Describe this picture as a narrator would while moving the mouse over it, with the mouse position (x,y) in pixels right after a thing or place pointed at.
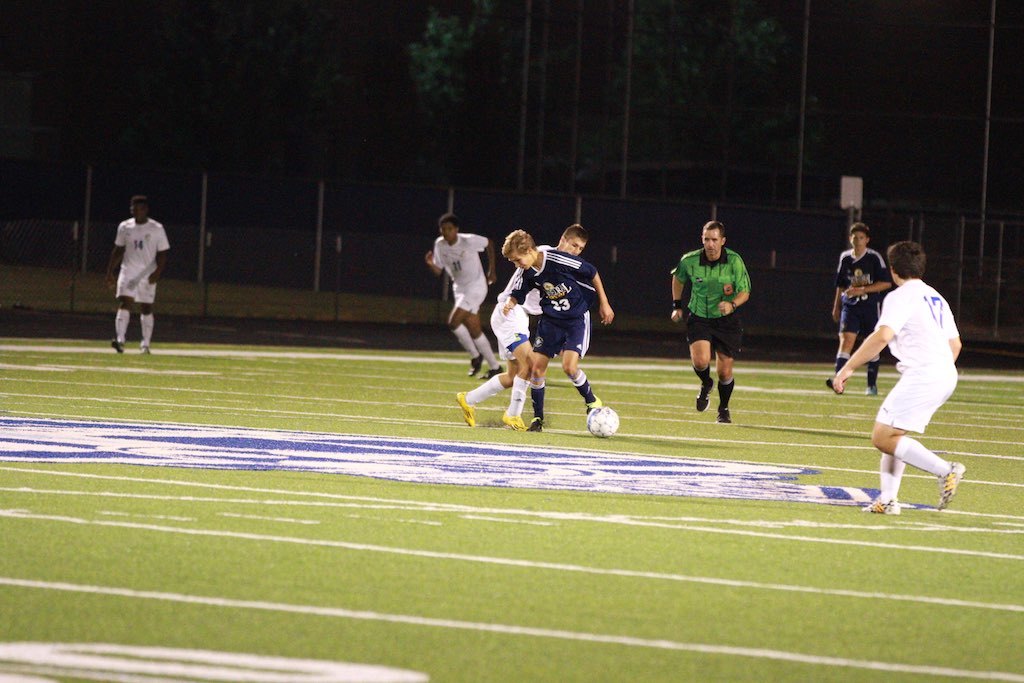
This picture shows a group of men (494,381) playing football on a green field (404,441) and we see trees (211,117) around.
